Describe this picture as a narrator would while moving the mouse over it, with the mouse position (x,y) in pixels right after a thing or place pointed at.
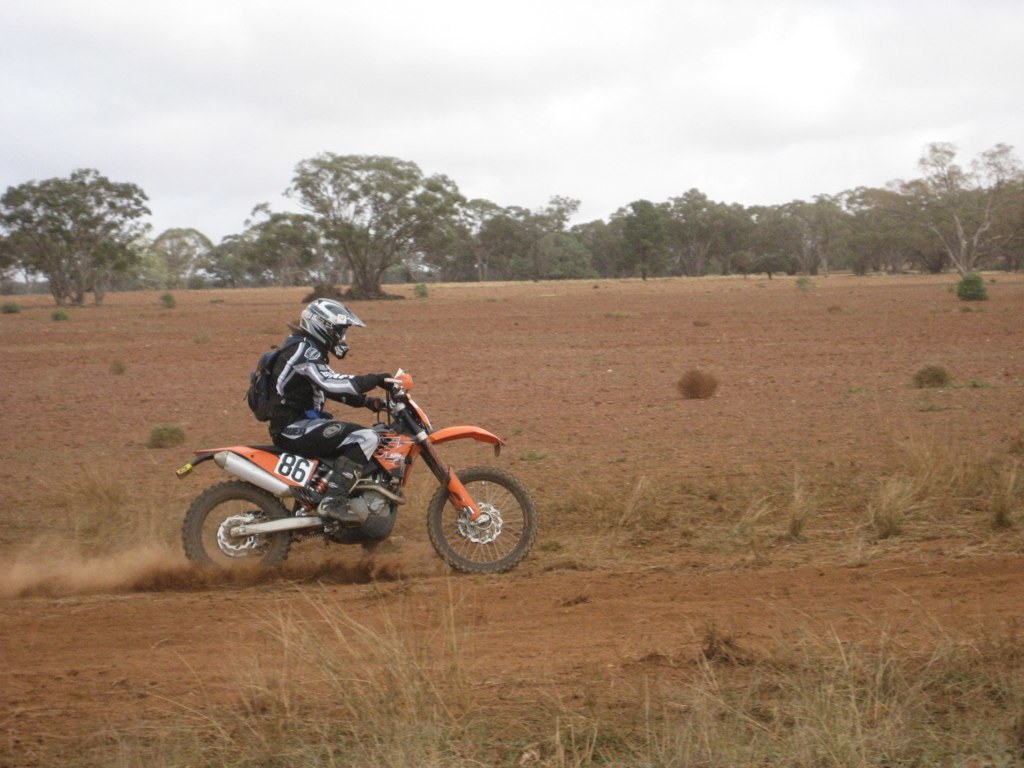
In this image there is the sky (606,79), there are trees (935,220), there are plants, there are plants (739,670) truncated towards the bottom of the image (276,700), there is a person (315,414) riding a motorcycle (371,521).
